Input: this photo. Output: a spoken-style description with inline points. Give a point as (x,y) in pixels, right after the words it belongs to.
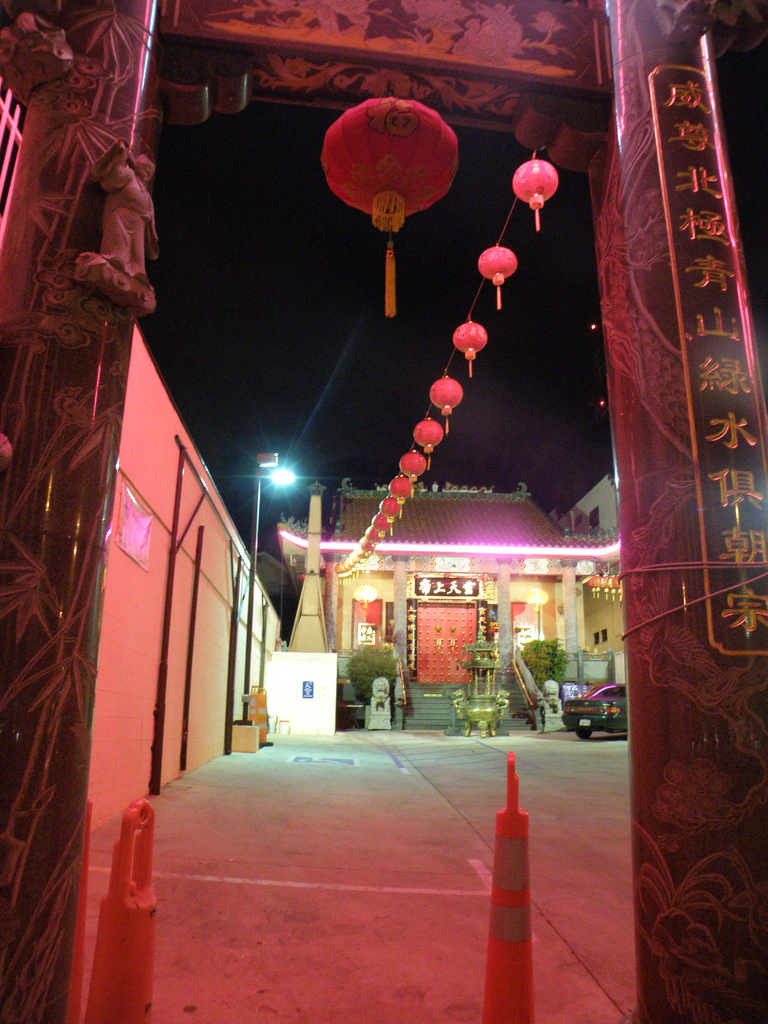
In this image we can see pillars (666,422). On the pillar (707,420) there is text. Another pillar (92,236) there is sculpture (114,225). Also there are decorations (398,122). On the left side (129,613) there is a wall (175,600). And there is a light pole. In the back (423,556) there is a building (468,554) with steps (433,687) and doors (436,676). Also there are plants (383,653). And there is an object (482,702) in front of the building (499,676). And there is a car (597,702). In the background (362,293) it is dark. And we can see lights (512,554).
